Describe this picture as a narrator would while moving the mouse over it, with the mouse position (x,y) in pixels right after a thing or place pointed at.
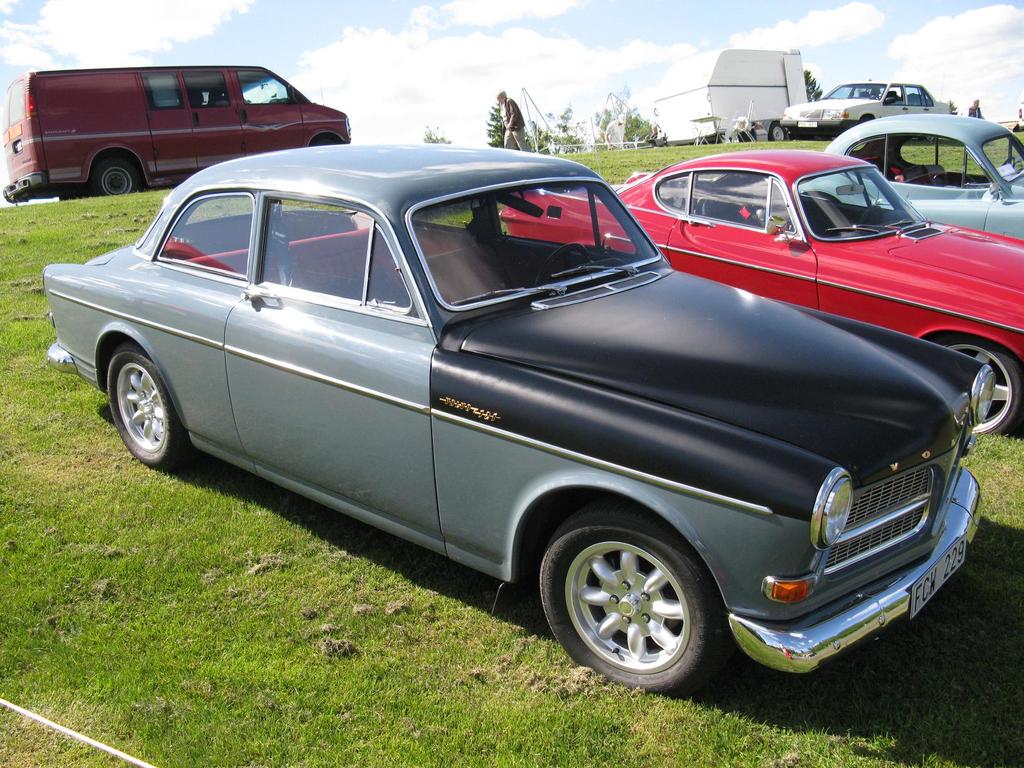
In this picture we can observe some cars (704,234) parked on the ground (209,573). There are black and white color cars (639,350). We can observe maroon color vehicle (134,135) on the grass (211,685). There is a person (501,101) walking on the grass (643,152). In the background (599,132) there are trees (602,135) and a sky (470,79) with some clouds (516,58).
